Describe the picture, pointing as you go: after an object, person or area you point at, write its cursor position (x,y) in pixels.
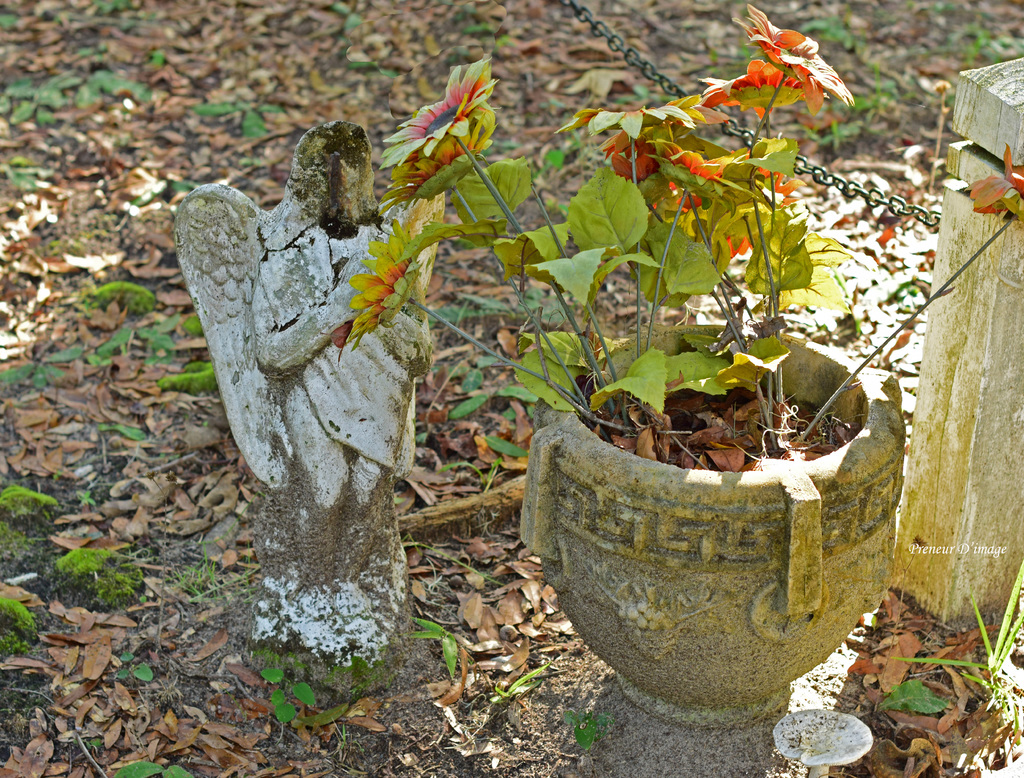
In this picture I can see the plant (747,358), pot (841,505), beside that i can see the wooden stick (975,320) and chains (823,180) are attached on it. On the bottom right (986,550) there is a watermark (968,547). On the left (113,227) I can see the leaves (145,180) and grass (72,557).
